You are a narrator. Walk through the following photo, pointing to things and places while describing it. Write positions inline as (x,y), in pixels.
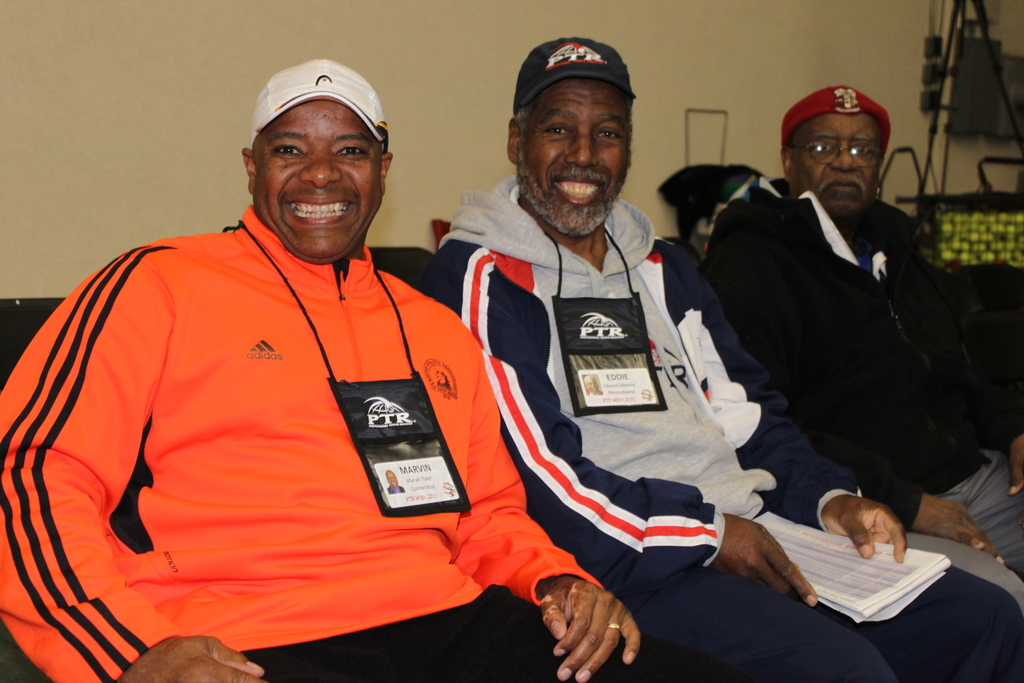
In this picture, we see three men (702,420) are sitting on the chairs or on the sofa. The two men (515,406) are smiling and they are posing for the photo. Behind them, we see a white wall (418,137). On the right side (995,234), we see a bag (930,220) in black and yellow color. Beside that, we see a stand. Behind the man (660,435), we see a cloth (746,184) in black color.
